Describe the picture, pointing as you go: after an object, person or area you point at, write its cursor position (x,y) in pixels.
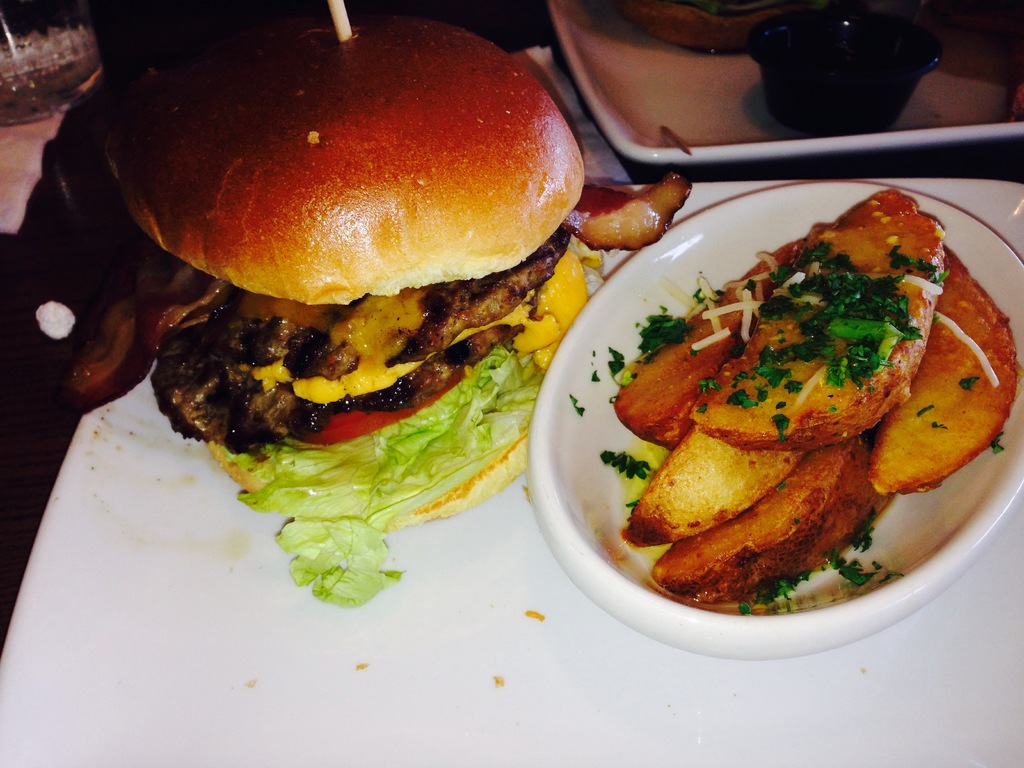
Here we can see a plate (628,36), bowls (926,54), and food (707,341) on a platform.
